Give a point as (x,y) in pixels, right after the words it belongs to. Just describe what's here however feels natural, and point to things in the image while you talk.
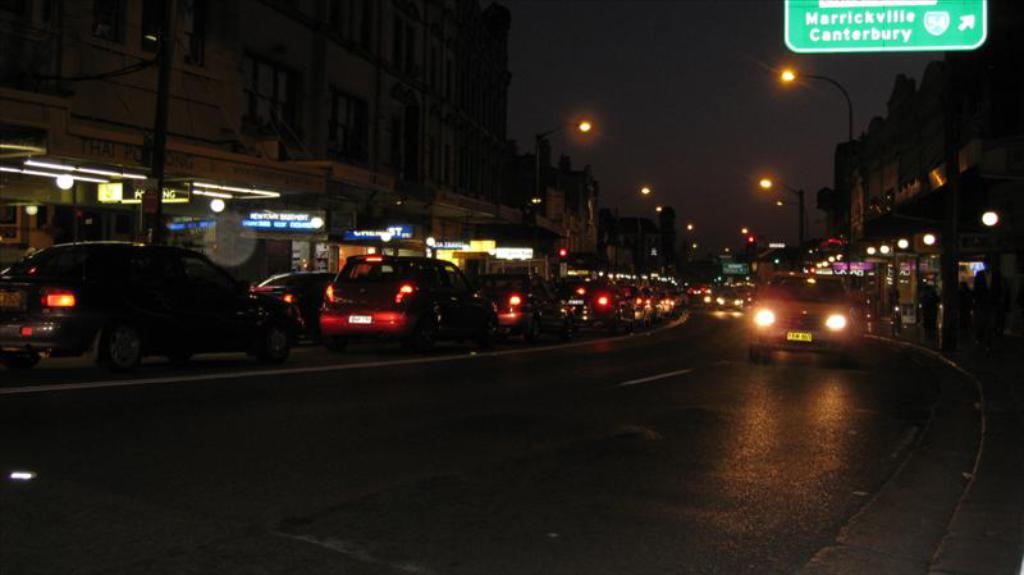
In this image we can see vehicles (533,315) on the road (711,348). On the right (902,273) and left side of the image (192,140) we can see buildings (885,202), stores (67,203), persons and lights (102,175). In the background (682,158) there is sky (664,133).
